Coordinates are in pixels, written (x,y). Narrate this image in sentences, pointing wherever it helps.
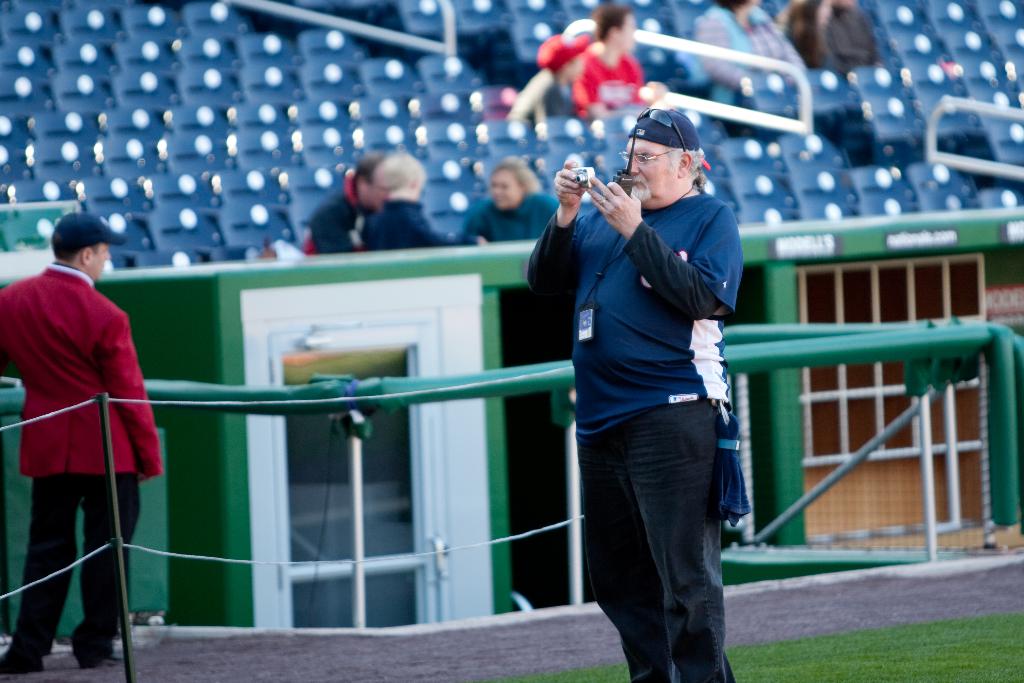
In this picture there is a man (568,231) standing and holding the camera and object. On the left side of the image (78,323) there is a person (101,515) standing and there are group of people (481,205) sitting. In the foreground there is a fence (949,443) and there is a door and there are boards (947,230) and there is text (803,244) on the boards (776,244). At the bottom (841,671) there is grass (918,667).
